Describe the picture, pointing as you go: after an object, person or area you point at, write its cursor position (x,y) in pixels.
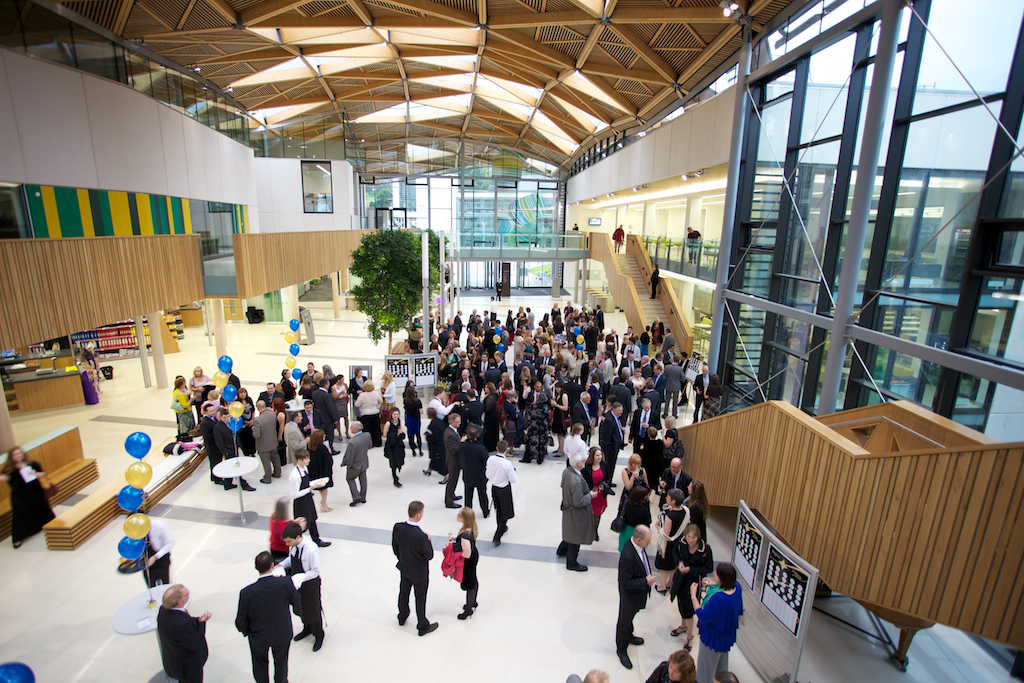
In this image I can see the floor (523,479), number of persons (514,470) standing on the floor (519,600), few balloons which are blue and yellow in color, the stairs (658,295), the railing (632,313), the wall (598,211), the ceiling (457,128), few lights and the glass windows (439,226) through which I can see another building (932,212) and the sky (933,76).
